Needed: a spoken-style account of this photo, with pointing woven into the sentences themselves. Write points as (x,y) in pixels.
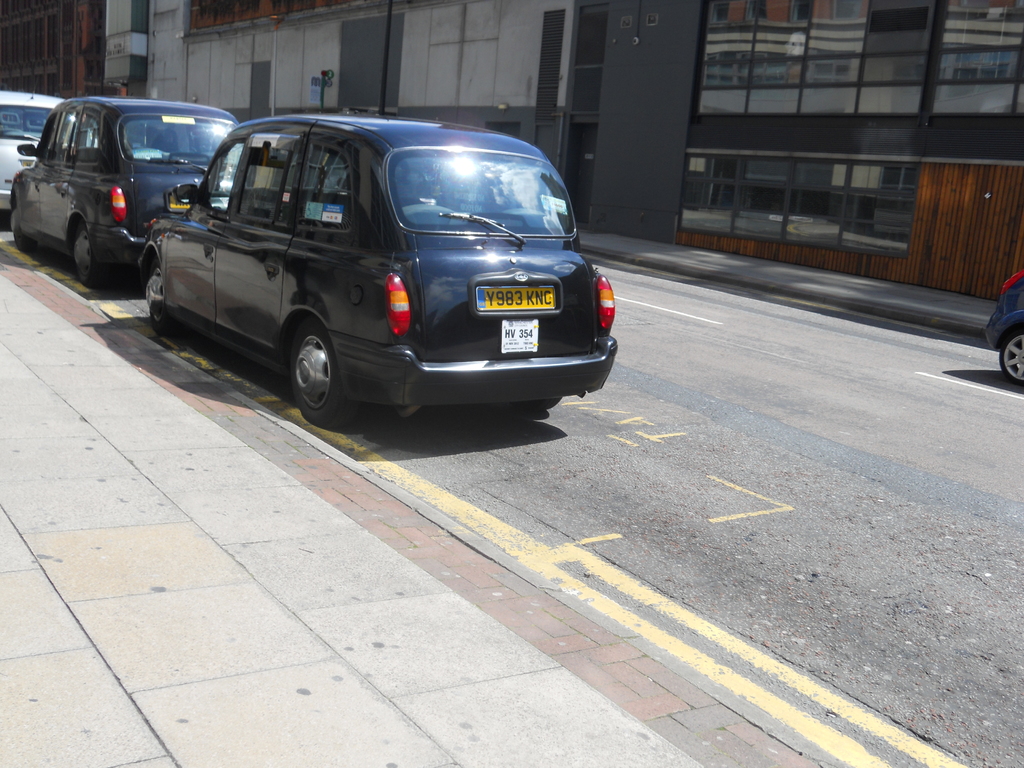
This picture is clicked outside. In the center (478,275) we can see the group of vehicles (439,266) seems to be parked on the road (699,498). In the background (467,17) we can see the buildings (315,43) and we can see the reflection (758,79) of some other buildings (772,12) and reflection (839,226) of some other objects (763,216) on the glasses (991,36) of the building (864,109).
